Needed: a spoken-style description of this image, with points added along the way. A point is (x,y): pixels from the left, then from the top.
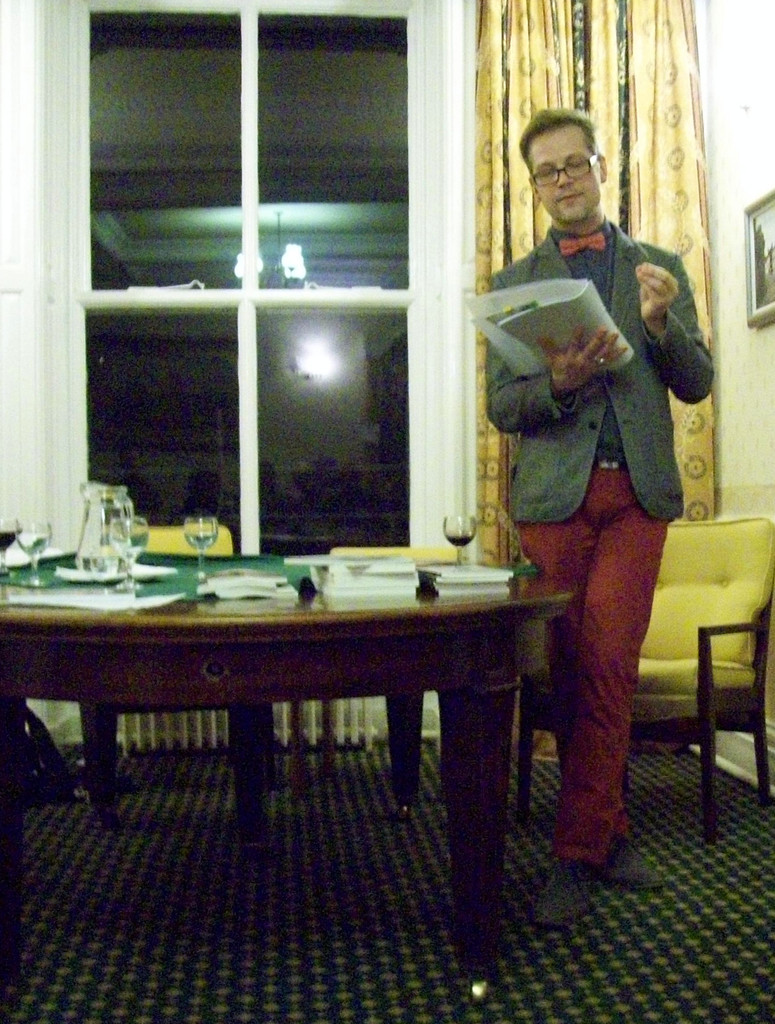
In this image I can see a man (562,162) is standing and holding a book (572,332). I can also see he is wearing specs (568,173) and suit (565,510). Here on this table (11,589) I can see few glasses (34,584), few papers (390,582) and a jar (103,565). In the background (709,622) I can see few more chairs (694,577), a curtain (645,131) and a frame (751,249) on this wall (731,227).
